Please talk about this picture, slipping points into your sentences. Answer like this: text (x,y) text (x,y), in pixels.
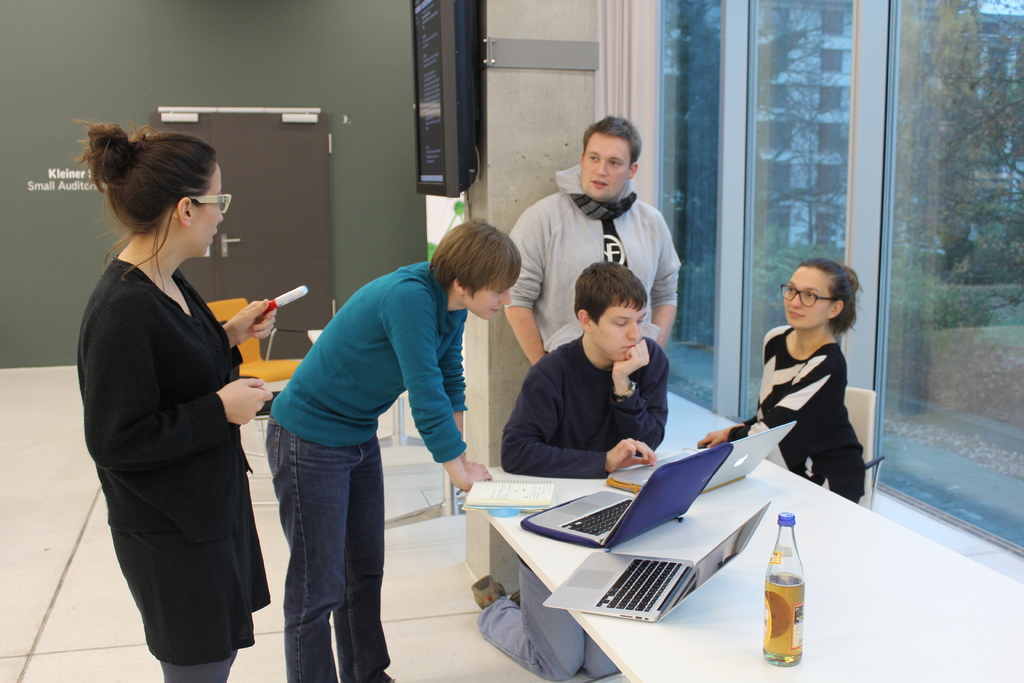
In this image we can see group of people (245,495) standing on the floor (416,589). One woman (171,528) is wearing black dress (139,378) and spectacles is holding a pen (277,298) in her hand (265,303). One person (541,634) is standing on his knees (545,647) and touching a laptop (743,444) with his fingers (636,447) placed on the table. One women (800,367) wearing black shirt (813,369) is sitting on the chair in front of a table (770,456). On the table (680,619) we can see three laptops (637,571) a bottle (776,637) and a book (521,500). In the background (463,75) we can see a television (437,74) placed on the wall (527,122), a door (323,186), window (997,138) and group of trees (969,202).
